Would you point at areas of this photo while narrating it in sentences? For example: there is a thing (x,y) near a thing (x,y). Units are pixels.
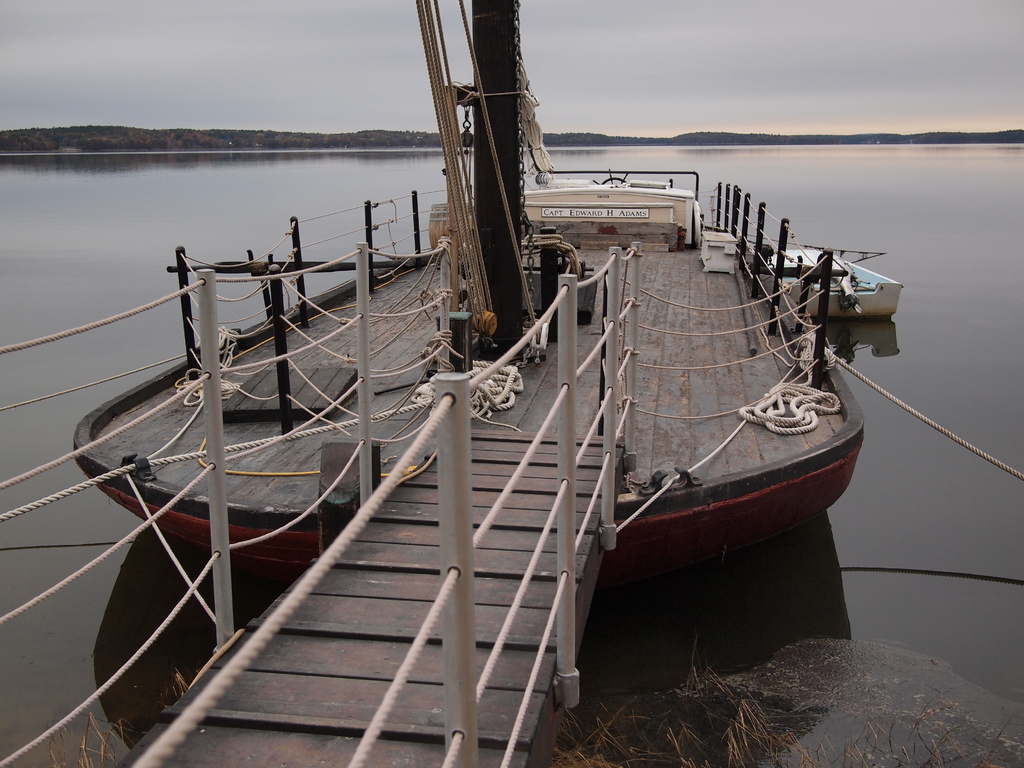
In the center of the image (405,350) we can see a boat (296,422) with some ropes (428,419) and poles (561,360). We can also see a boat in a water body (931,477) and a wooden pathway (481,567) tied with the ropes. On the backside (346,141) we can see the hills (355,133) and the sky (396,122) which looks cloudy.
